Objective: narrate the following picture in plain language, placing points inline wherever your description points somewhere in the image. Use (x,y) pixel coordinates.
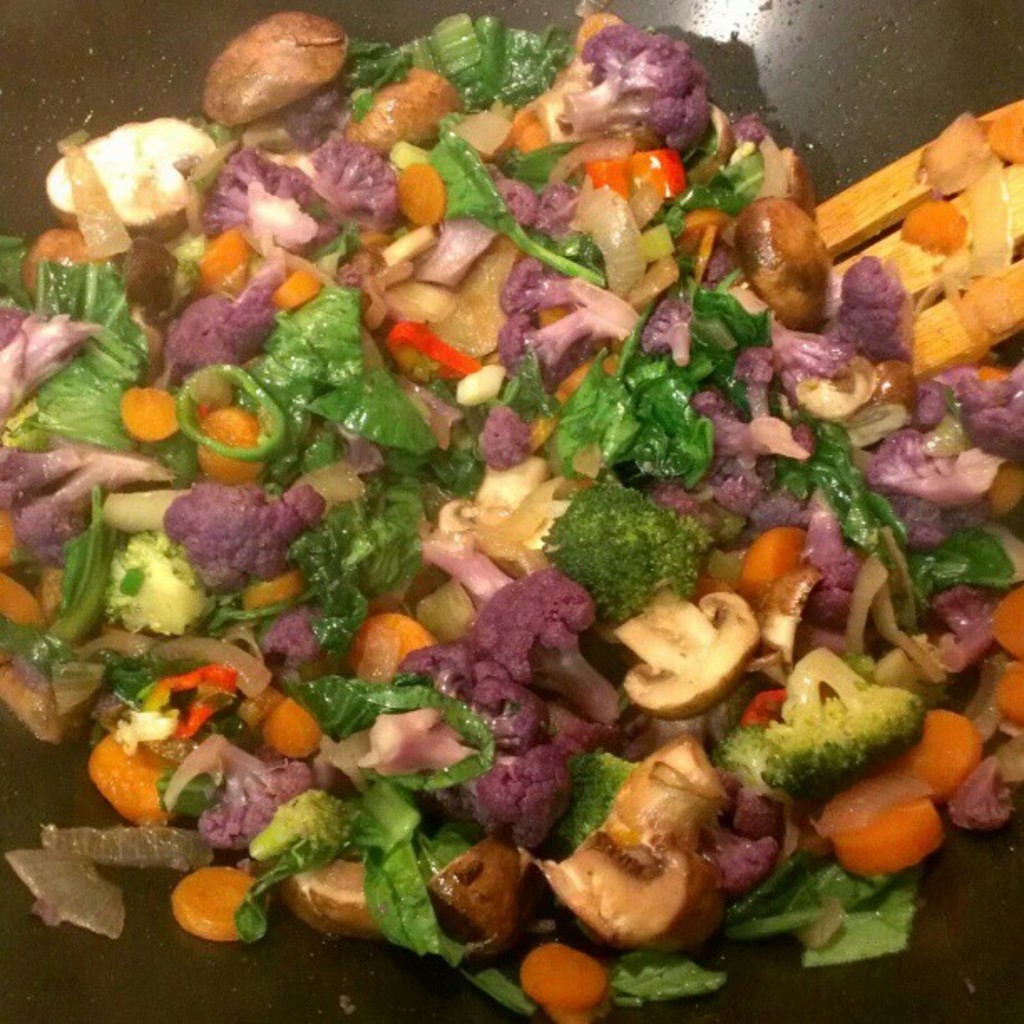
In this picture, it looks like a black pan (161,993) and on the pan (921,979) there are some food items (511,485) and a wooden spatula (939,357).
